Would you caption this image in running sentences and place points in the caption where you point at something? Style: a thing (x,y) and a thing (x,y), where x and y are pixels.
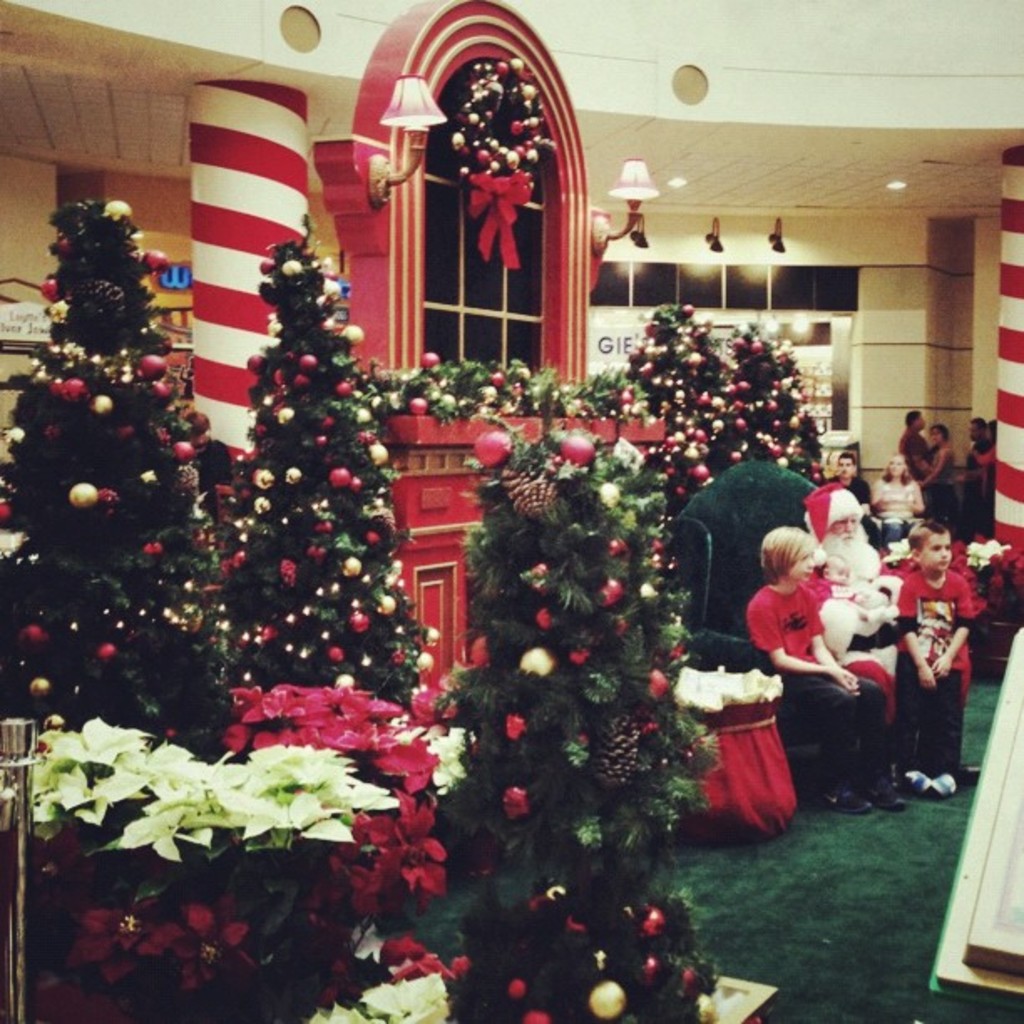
In this image we can see decorated Christmas trees (625,470), flower vases (163,764), people (883,631) sitting on the chairs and standing on the floor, electric lights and walls (823,228).
